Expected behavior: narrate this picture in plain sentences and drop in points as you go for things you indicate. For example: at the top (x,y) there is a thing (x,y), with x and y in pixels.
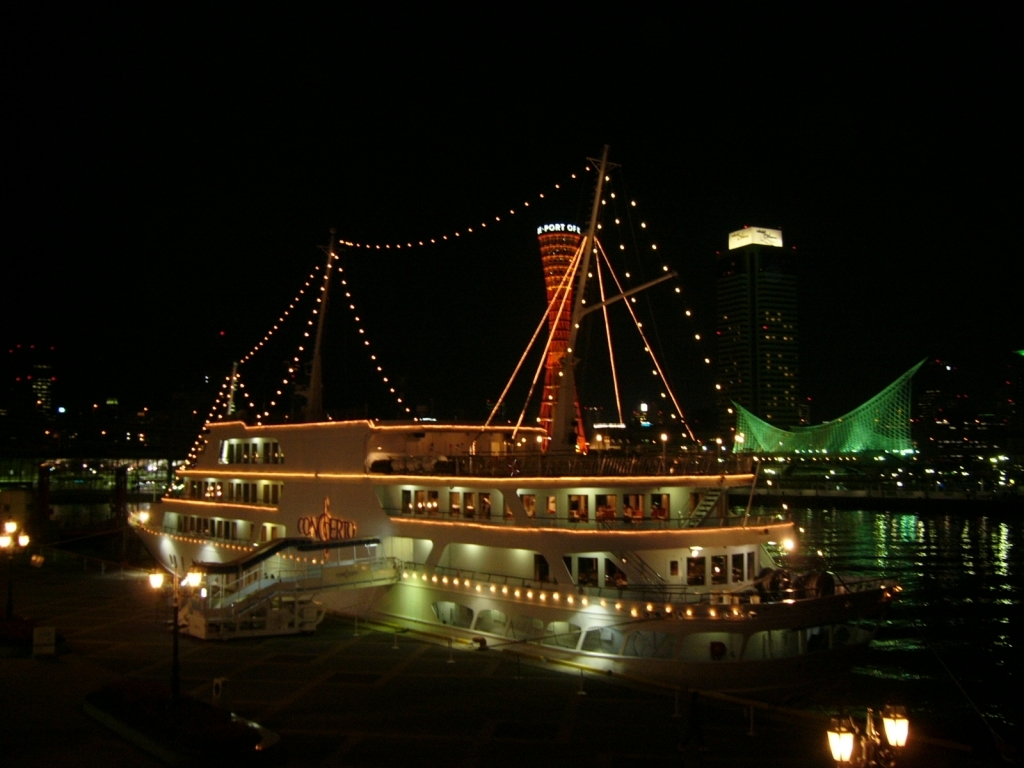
In this image there is a ship (505,522) in the water (899,513), there are lights (346,282) on the ship (687,474), there are street lights (173,584), there are buildings (784,367).
